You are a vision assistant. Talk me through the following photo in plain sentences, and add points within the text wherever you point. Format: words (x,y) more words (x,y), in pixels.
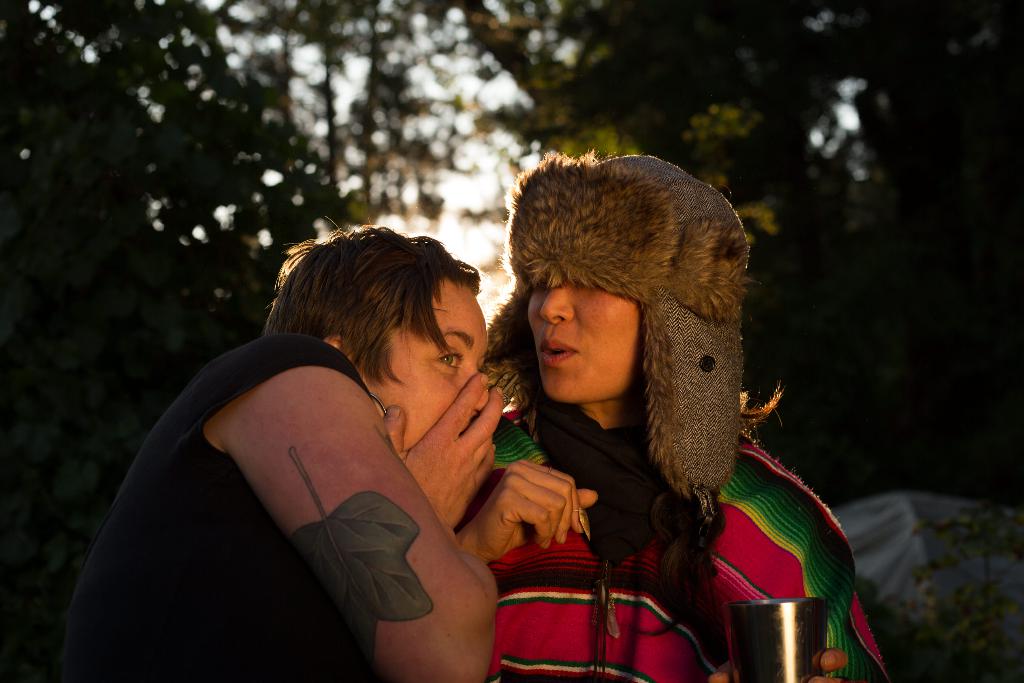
This is the picture of two people (331,521), among them one is wearing something on head (619,301) and holding the glass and behind there are some plants (29,462) and trees (29,462).
